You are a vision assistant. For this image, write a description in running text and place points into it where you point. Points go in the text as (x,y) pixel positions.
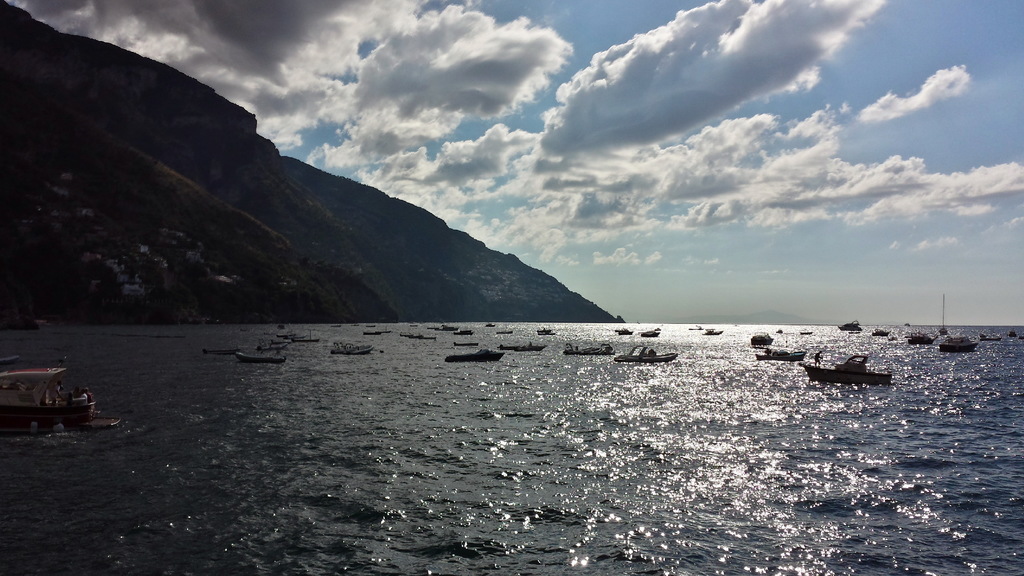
In this image in the front (472,482) there is water (500,483). In the center (621,360) there are boats (790,352) sailing on the water (735,342). In the background (415,275) there are mountains (332,184) and the sky (488,93) is cloudy.
